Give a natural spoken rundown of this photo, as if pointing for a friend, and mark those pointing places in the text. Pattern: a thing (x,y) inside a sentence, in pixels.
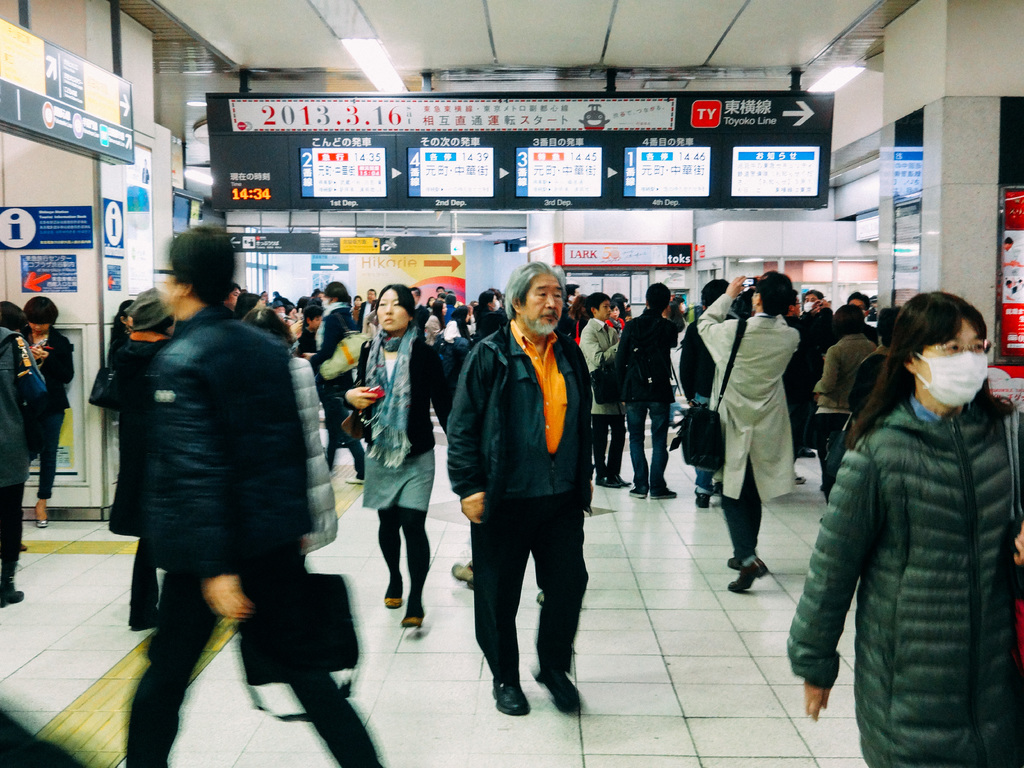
In this image there are few people (563,402) standing on the floor (613,509), while some people (245,498) are walking. At the top (453,43) there is ceiling (471,49) with the lights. In the middle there is a directional board (433,170). On the left side (100,118) there is a board (52,105) on which there is an arrow mark (46,71). At the sides there are pillars (46,204) on which there are stickers (43,247).
